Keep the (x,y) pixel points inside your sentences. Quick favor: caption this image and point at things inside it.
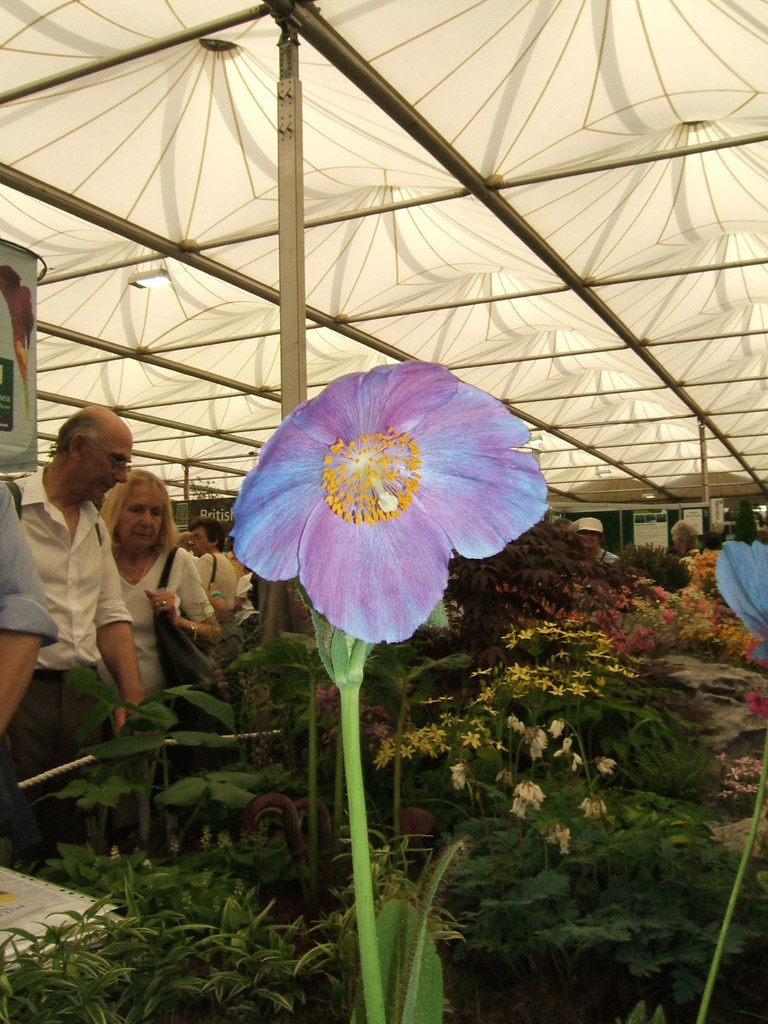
In this image there is flower (339,429) with stem (366,862). And there are many trees (440,643) in the background (257,980). There are people (26,573). There is white color roof (374,127).
